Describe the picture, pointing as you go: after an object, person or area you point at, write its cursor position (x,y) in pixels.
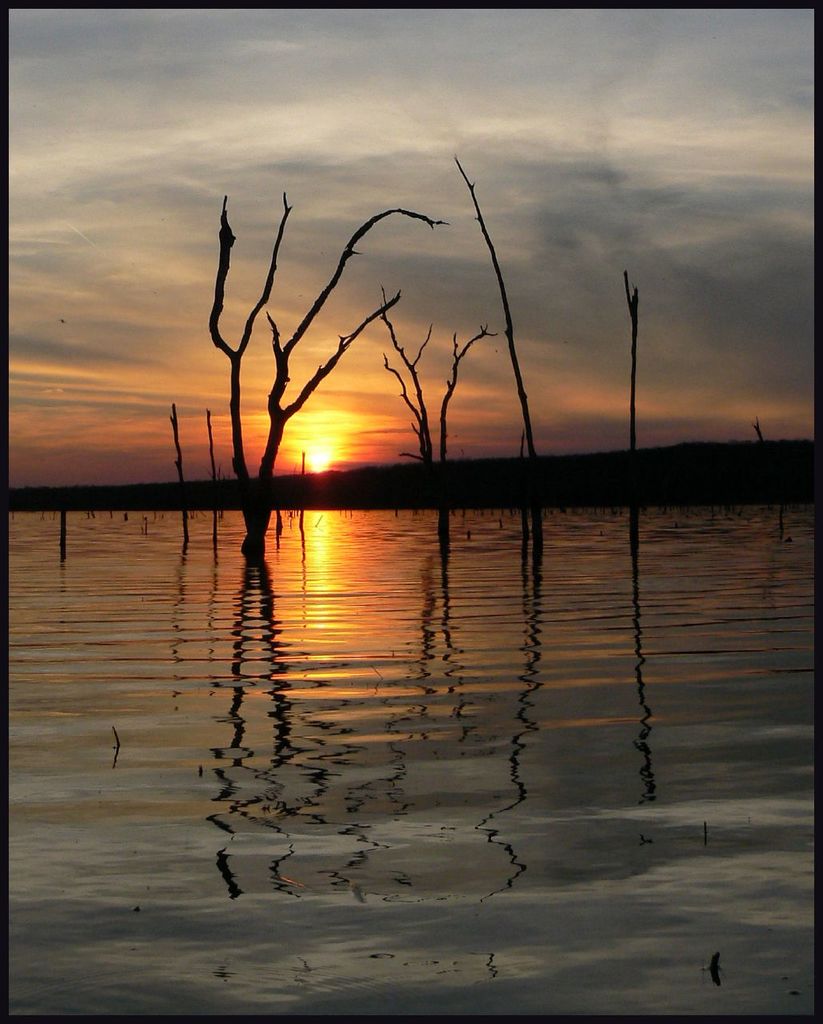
In this image I can see the lake (345,607) and the sky (239,220) and stem (235,457) of tree (634,389) and sunset (342,423).
